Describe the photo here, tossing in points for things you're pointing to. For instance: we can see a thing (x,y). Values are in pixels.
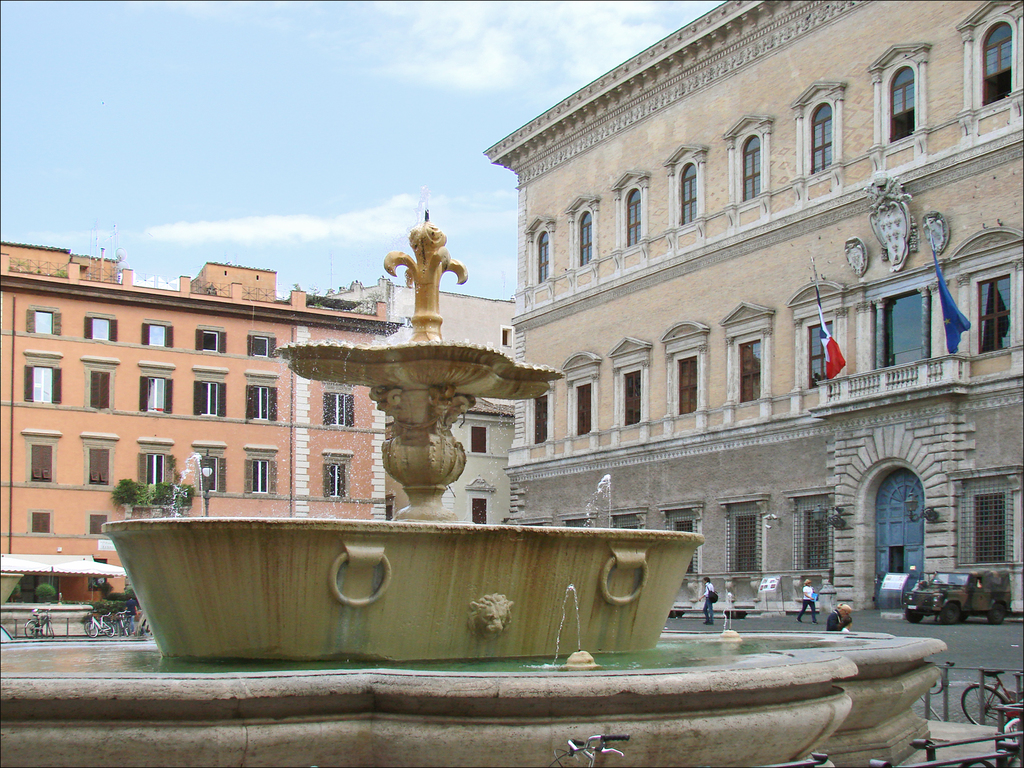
In this image, we can see a water fountain (420,583). At the bottom of the image (573,750), we can see the handle (603,748) of a bicycle (587,753), railing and bicycle (993,676). In the background (972,473), there are buildings (1003,459), wall (984,465), plants (14,592), glass windows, flags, vehicles (992,618), people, street light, few objects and the sky (301,179).
